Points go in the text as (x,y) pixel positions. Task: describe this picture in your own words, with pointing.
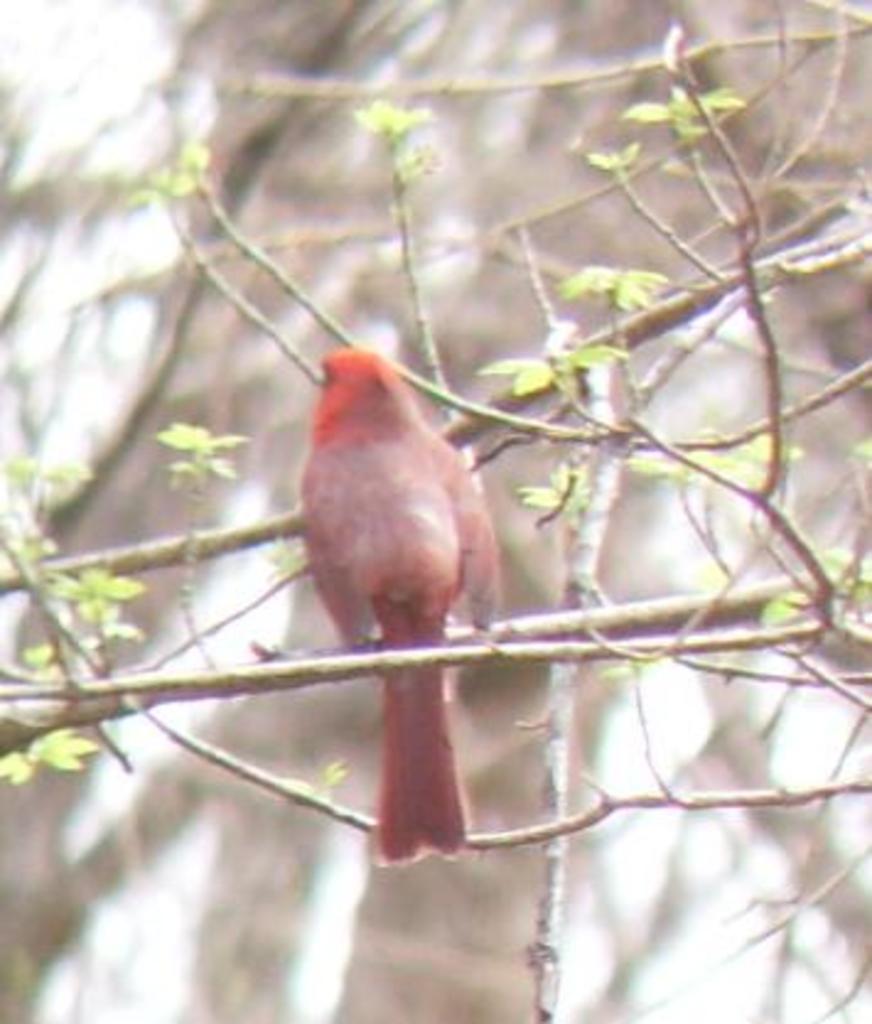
In this picture we can see a bird (430,557) in the middle (393,561), on the right side (756,597) there is a plant (799,615), we can see a blurry background (177,87).
